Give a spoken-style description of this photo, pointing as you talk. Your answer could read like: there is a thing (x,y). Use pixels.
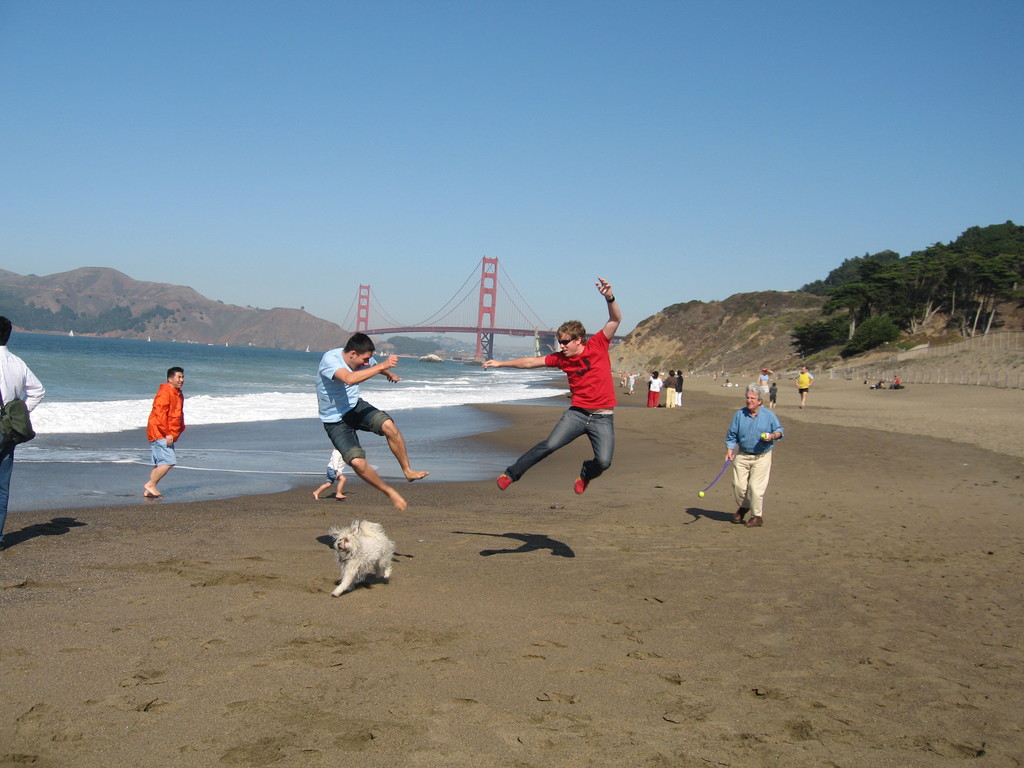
In this image there are two men (587,394) who are jumping in the air (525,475). At the bottom (368,537) there is a dog (385,572) running on the sand (715,460). On the right side (732,458) there is a person (751,475) who is walking behind the dog (370,563) by holding the ball launcher (705,488). In the background (481,325) there is a bridge (481,325) in the water (469,365). On the left side (123,344) there is water (108,344). Beside the water (60,347) there are hills (62,275). On the right side (783,319) there is a hill (736,337) on which there are trees (943,311). In the background (681,373) there are few people (681,373) standing on the sand (704,391).
